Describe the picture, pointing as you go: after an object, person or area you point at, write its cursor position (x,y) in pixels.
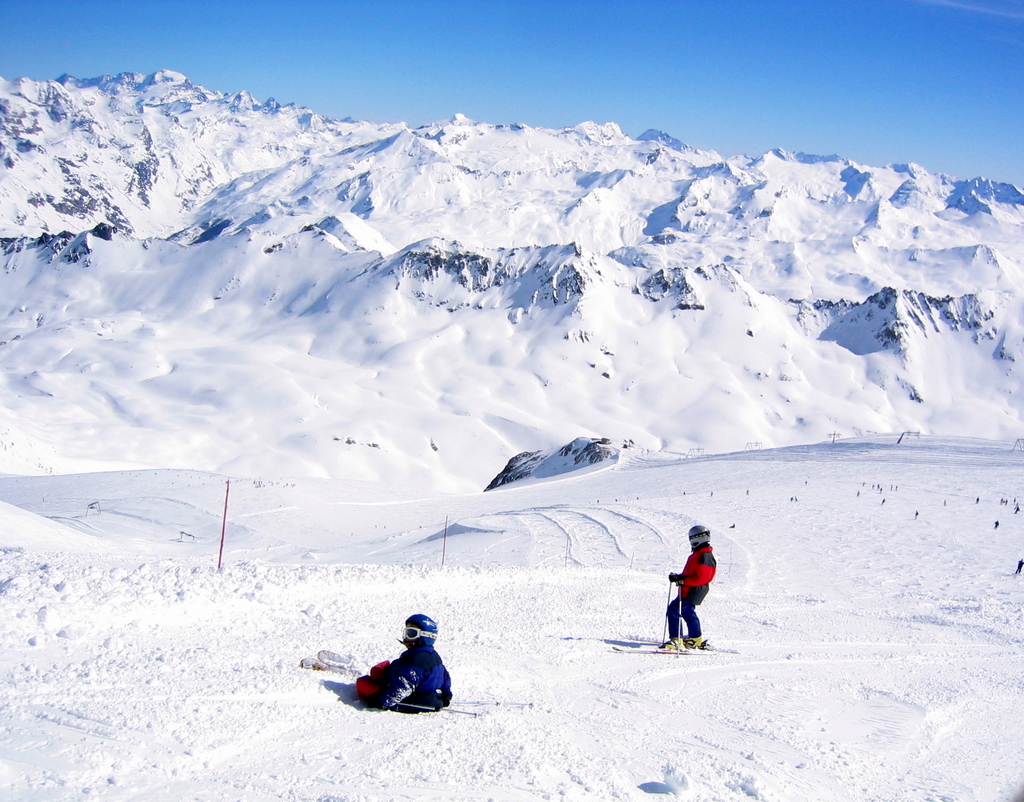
In this image I can see two persons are skiing on the mountain (473,777). In the background (992,505) I can see a group of people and mountains (269,306). At the top (451,78) I can see the blue sky (474,70). This image is taken may be during a sunny day.
